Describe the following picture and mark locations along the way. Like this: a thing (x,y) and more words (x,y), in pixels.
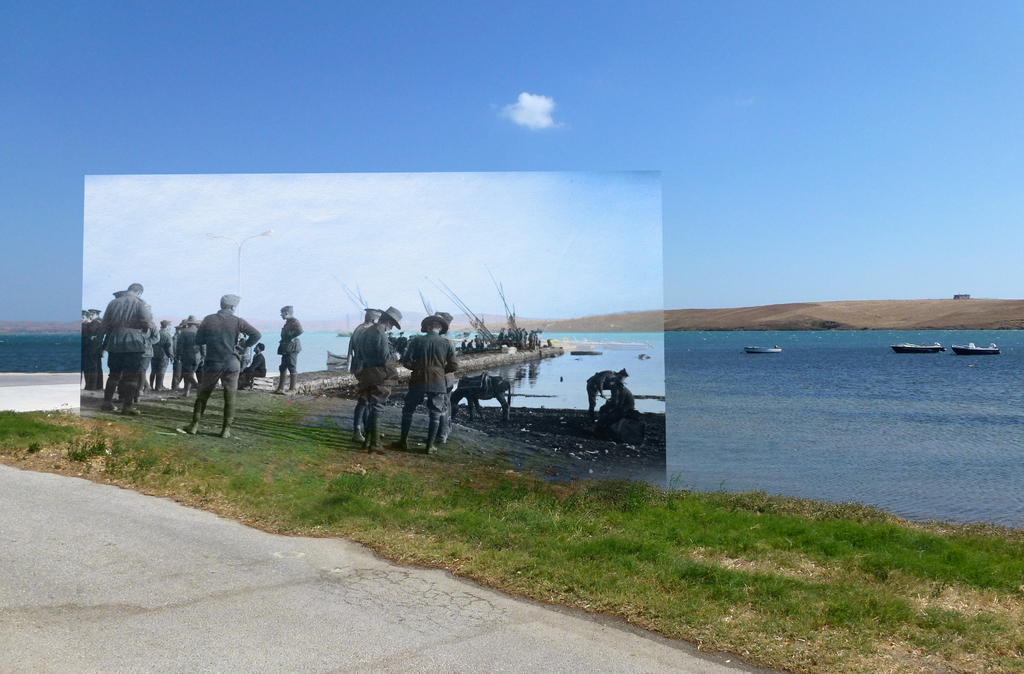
This picture consists of the sky (323,96) at the top (595,148) and the lake (844,399) and there are group of persons (174,379) standing in front of the lake (573,393) and I can see grass (451,520) beside the persons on the lake (1005,391) I can see boats (750,349).
